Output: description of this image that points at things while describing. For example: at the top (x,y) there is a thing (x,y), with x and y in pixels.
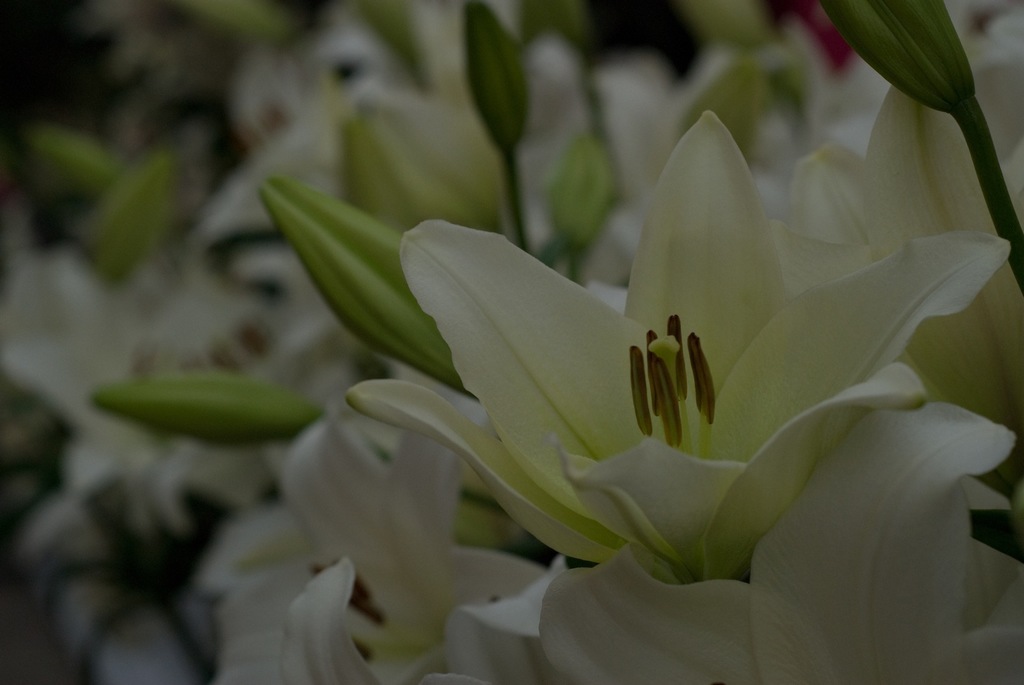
This picture might be taken from outside of the city. In this image, on the right side (968,557), we can see a flower (708,544). In the background (207,406), we can see some buds (906,30) and green color.
